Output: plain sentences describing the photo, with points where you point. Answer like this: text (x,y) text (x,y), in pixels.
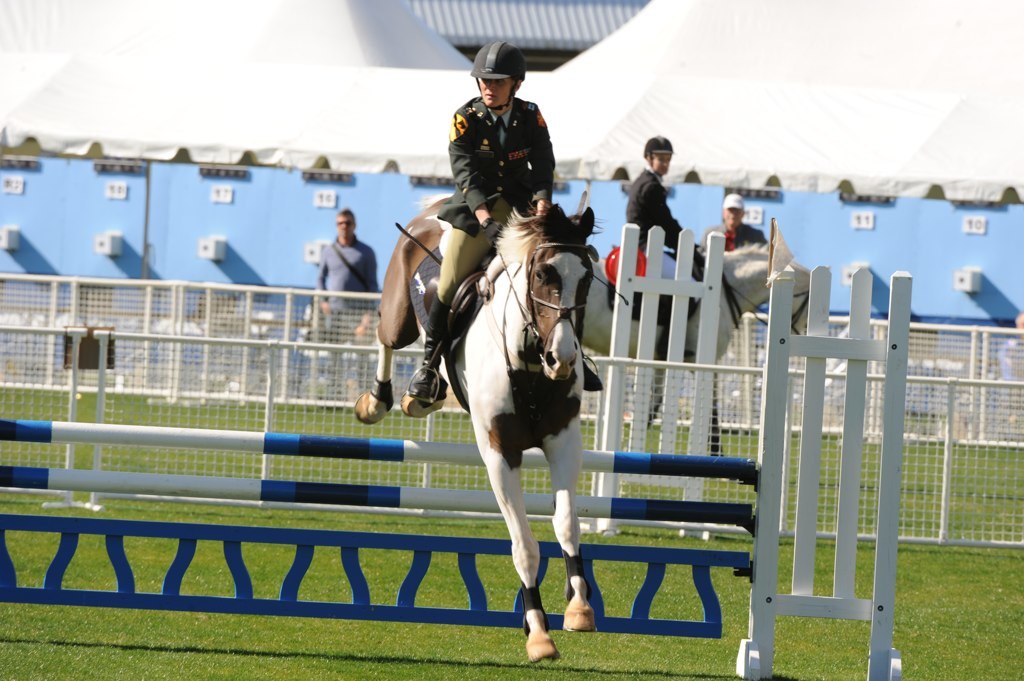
This image is clicked outside. There are horses (510,459) in this image. People (459,231) are sitting on horses (520,487). This looks like horse riding.
